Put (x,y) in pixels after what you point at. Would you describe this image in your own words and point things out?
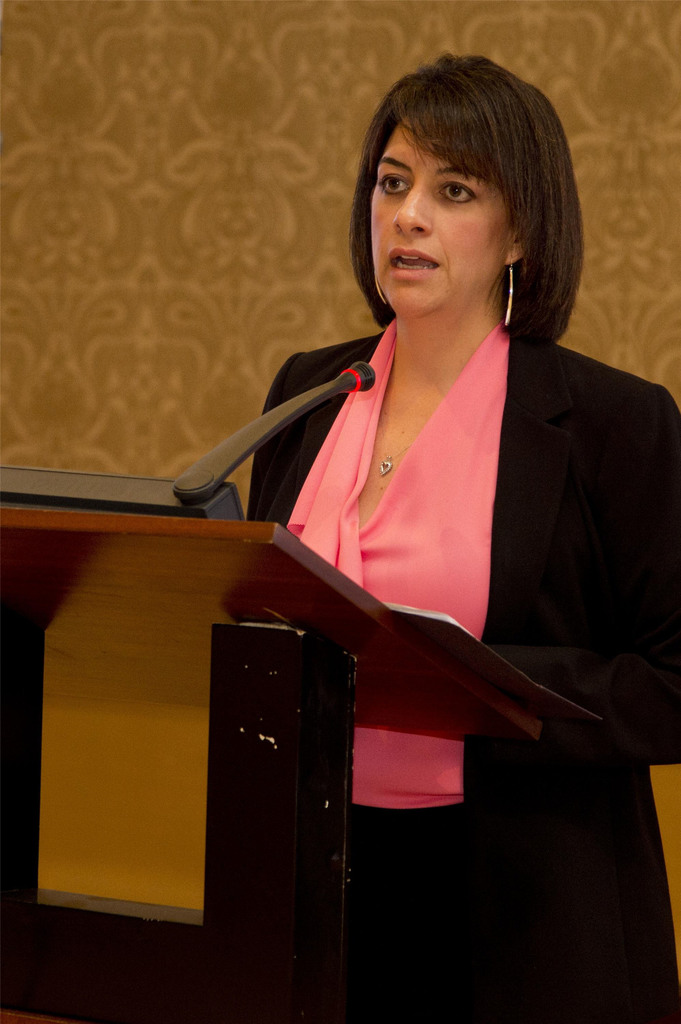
In this picture I see a podium (261,552) in front (138,545) on which there is a mic (196,501) and in front of the podium (264,642) I see a woman (378,357) who is standing and I see that she is wearing pink and black dress (440,442) and in the background (205,325) I see the wall (223,253).
